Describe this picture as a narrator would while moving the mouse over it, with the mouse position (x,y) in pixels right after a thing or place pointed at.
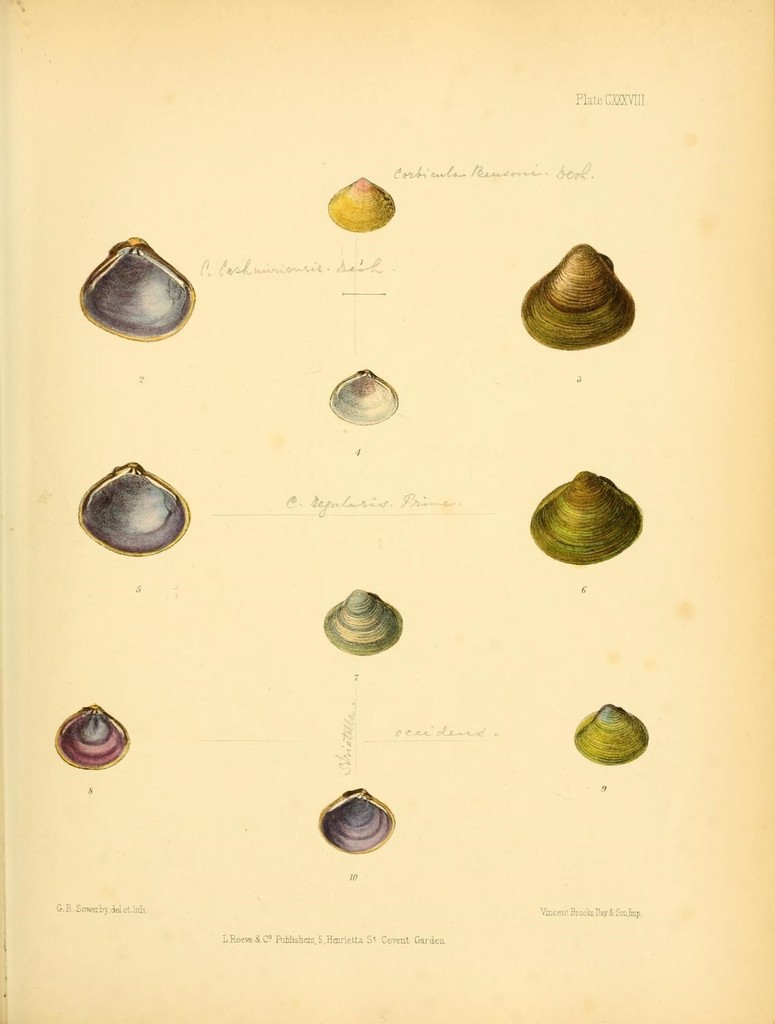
In this image there is a paper (483,579). On the paper (293,524) there is an art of shells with some text (352,729).
